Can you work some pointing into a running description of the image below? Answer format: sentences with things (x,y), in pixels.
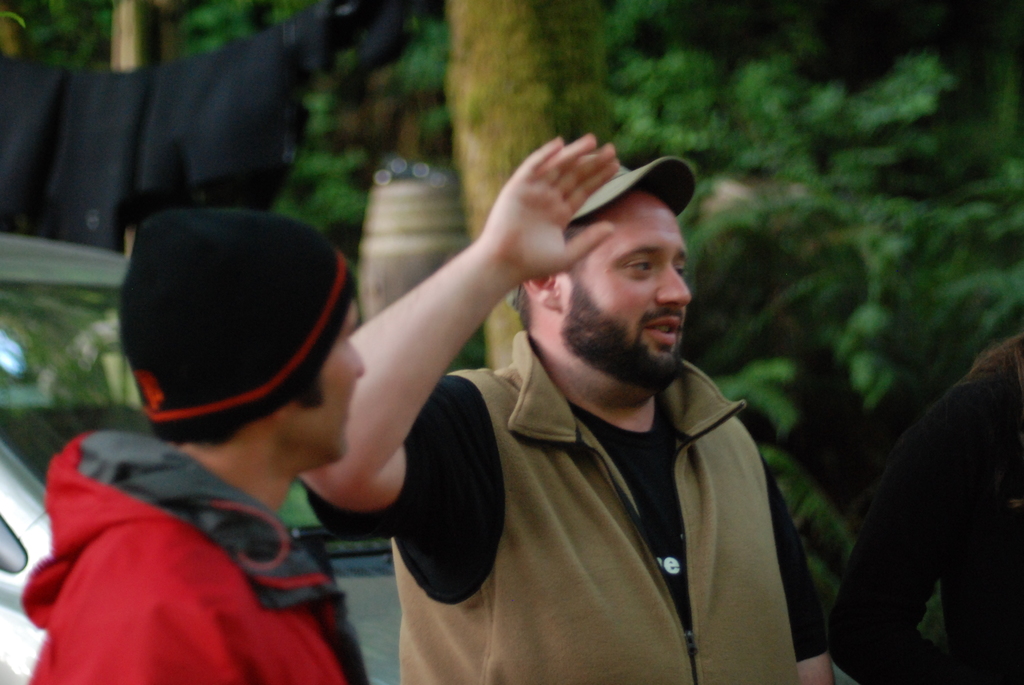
In front of the picture, we see two men (419,593) are standing. The man (438,535) in the middle of the picture (445,425) is raising his hand (517,230) and I think he is trying to talk something. Behind them, we see a car (69,350). There are trees (811,104) in the background (940,600). This picture is blurred in the background (437,180).
